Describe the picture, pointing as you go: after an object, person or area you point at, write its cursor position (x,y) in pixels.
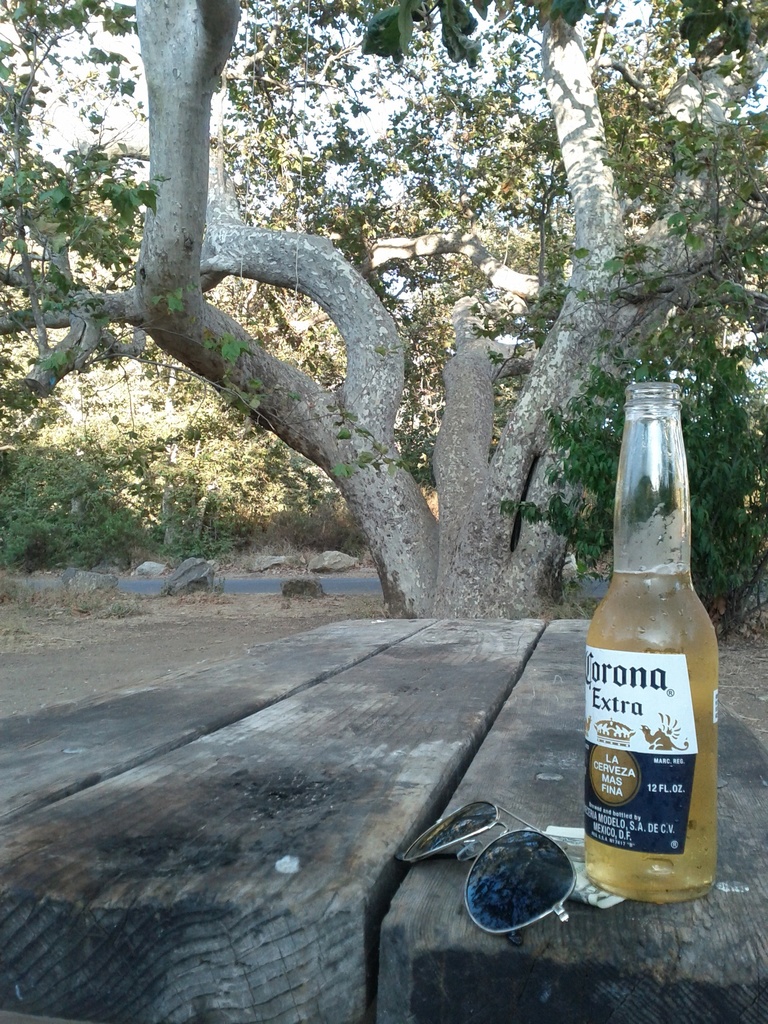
In the picture we can see a bench (576,702), on that we can see a shades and a beer bottle (666,479) filled with beer (703,615) and a sticker (596,711) on it named CORONA EXTRA, in the background (83,296) we can find a tree (380,493), sky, and road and some plants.
